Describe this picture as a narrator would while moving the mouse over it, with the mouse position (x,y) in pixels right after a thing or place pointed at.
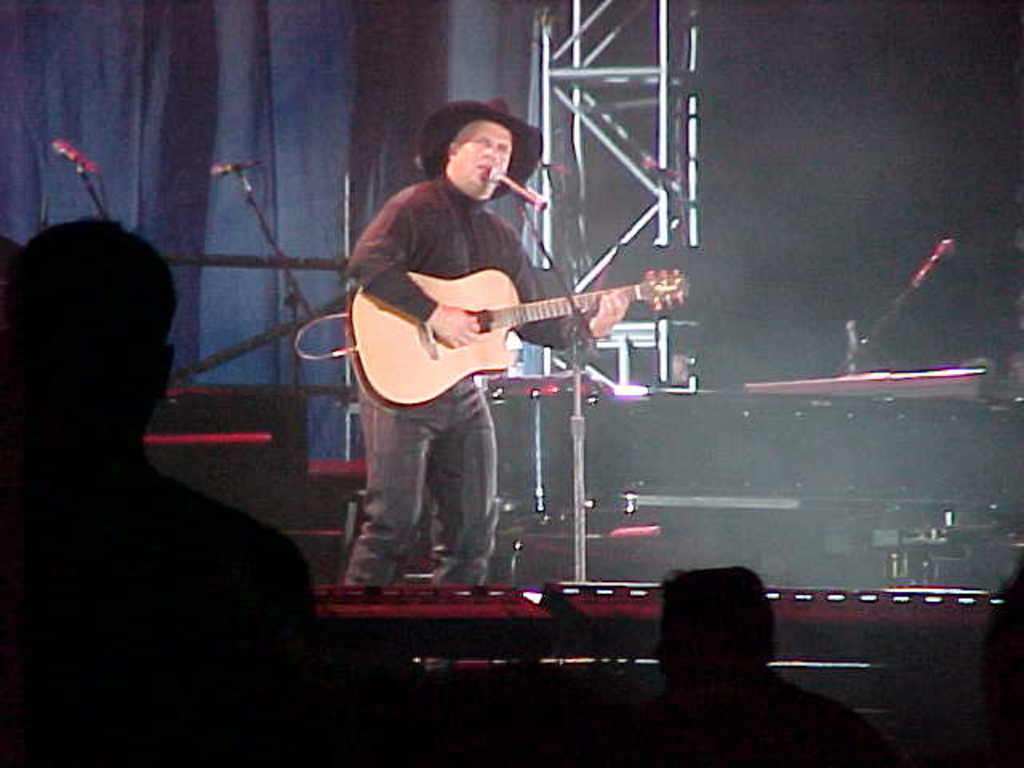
In this picture there is a man (457,268) on the stage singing and playing a guitar (410,346) in his hands (466,332). There is a mic (500,180) and a stand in front of him. In the background (512,468) there some musical instruments (677,397) and microphones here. There are some people (134,674) enjoying his music in the down. We can observe a curtain (177,87) here.
